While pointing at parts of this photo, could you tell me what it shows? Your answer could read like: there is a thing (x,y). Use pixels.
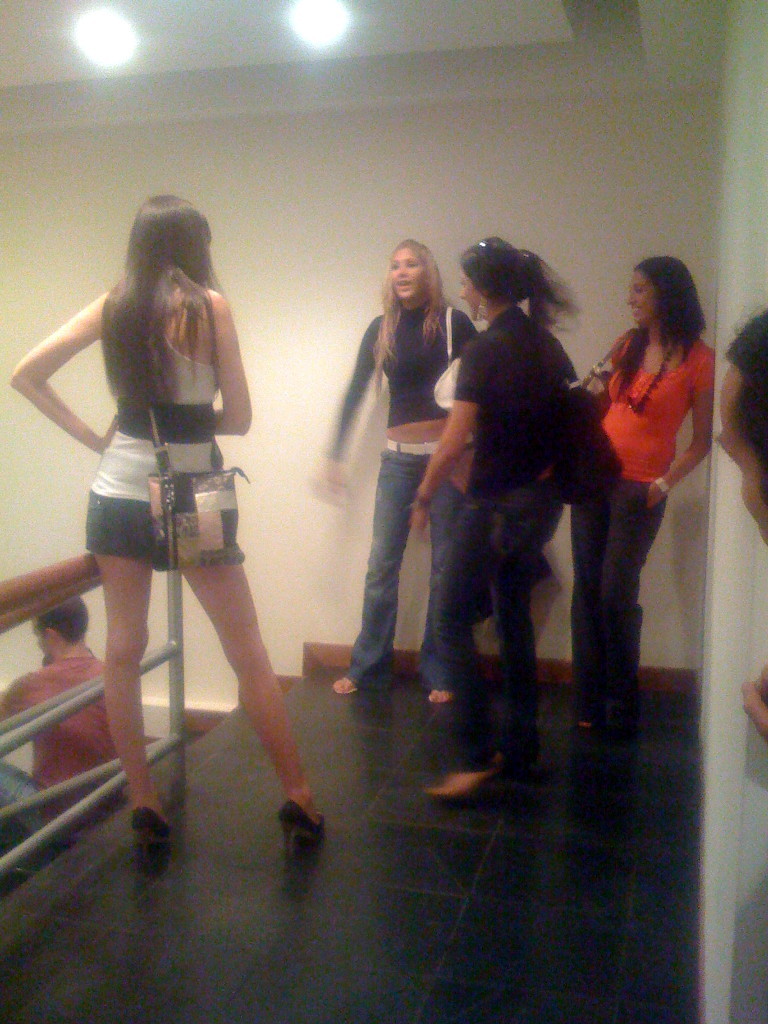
In this image I can see group of people (142,452) standing. The person (232,400) in front (241,407) wearing black and white dress (193,382) and white color bag (229,521). Background (308,215) I can see wall (284,233) in cream color, two lights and I can see a person (48,774) sitting on the stairs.
